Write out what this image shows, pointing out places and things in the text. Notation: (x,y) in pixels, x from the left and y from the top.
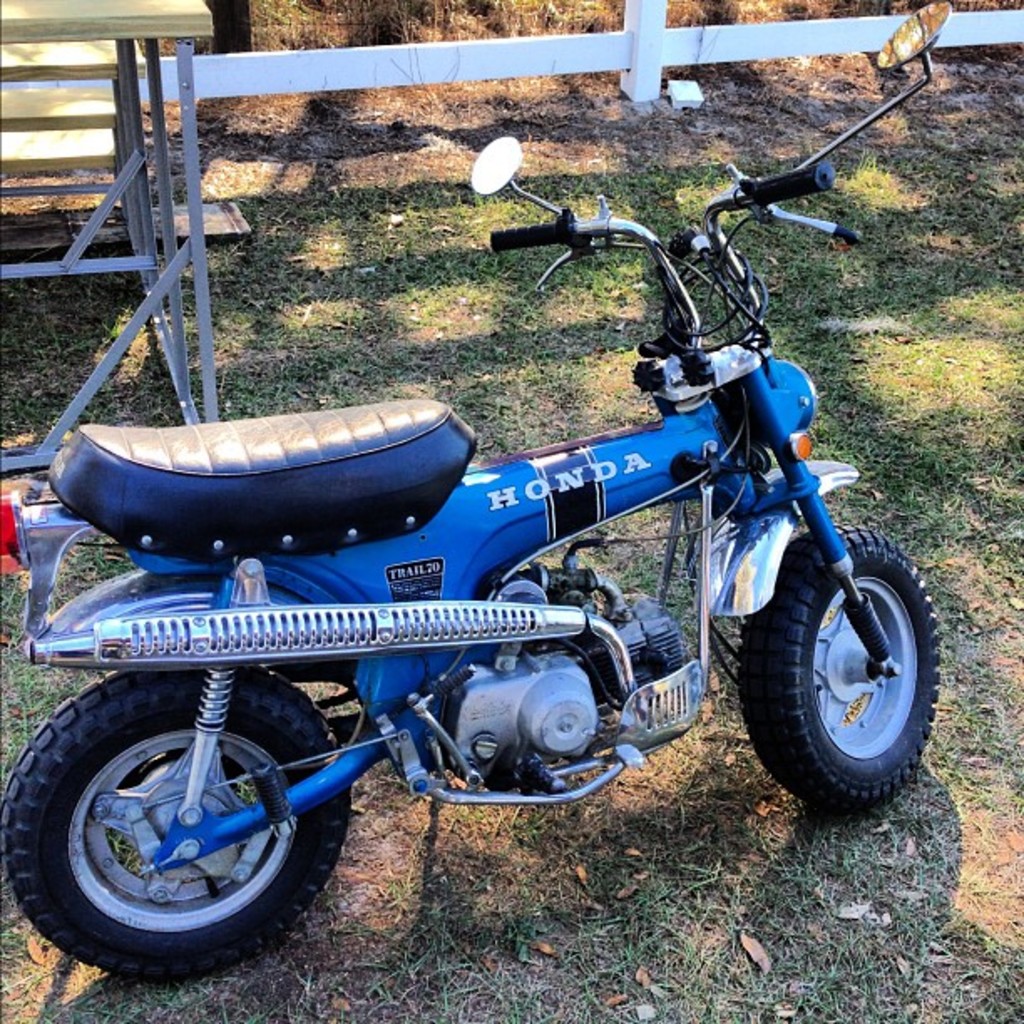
In this image there is a bike (502,681) in the middle of this image (387,583). There is a fencing gate (553,52) on the top of this image (629,20) and there is a table (171,190) on the left side of this image (150,316).
